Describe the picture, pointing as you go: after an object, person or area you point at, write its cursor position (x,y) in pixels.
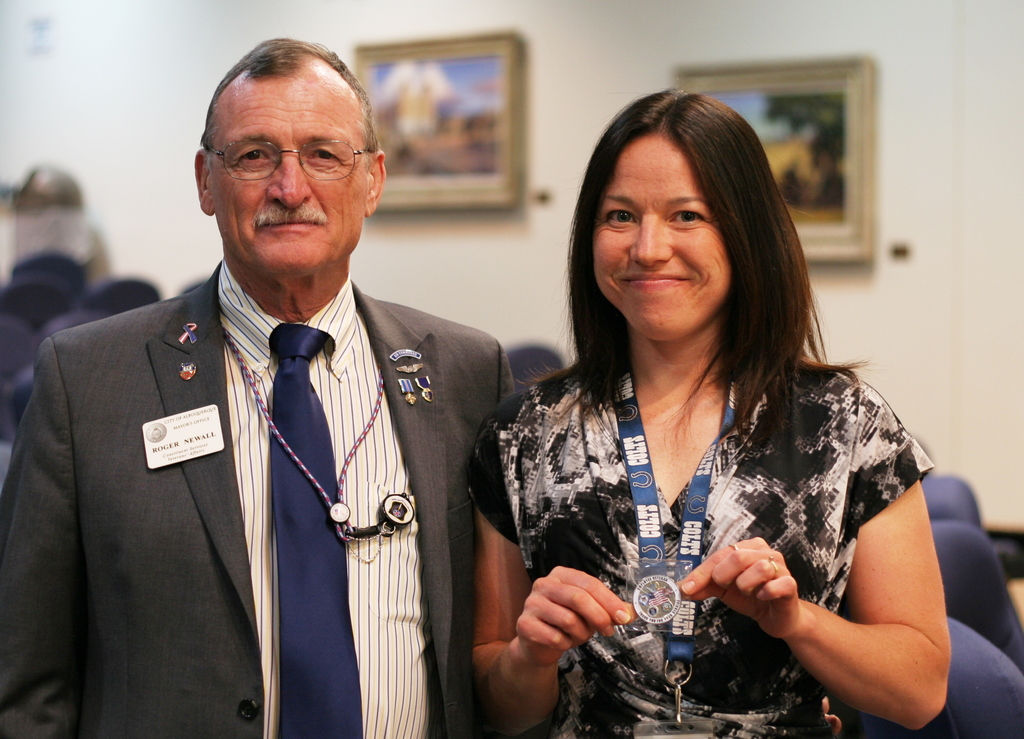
There is a man (288,261) in gray color suit (133,398), standing and smiling, near a woman (814,372) who is holding a coin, smiling and standing on the floor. In the background (980,449), there are chairs (65,262), there are photo frames (449,69) on the white wall (190,75).
